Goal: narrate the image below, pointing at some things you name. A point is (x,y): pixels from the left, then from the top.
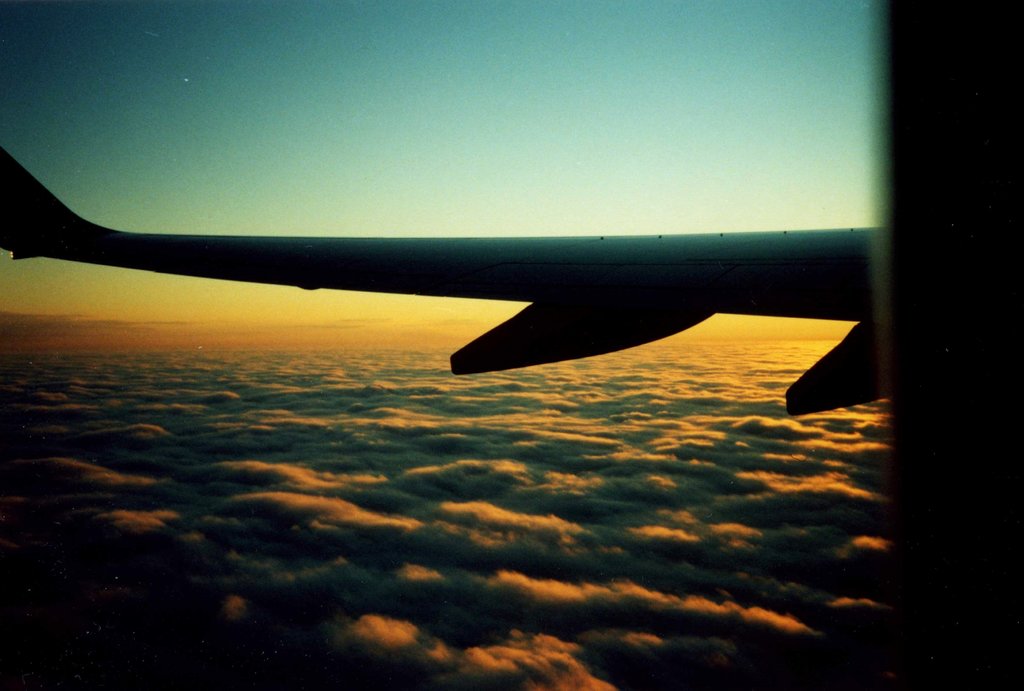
In this image I can see a part of an aeroplane (747,269). At the top (268,70), I can see the sky (330,70).
